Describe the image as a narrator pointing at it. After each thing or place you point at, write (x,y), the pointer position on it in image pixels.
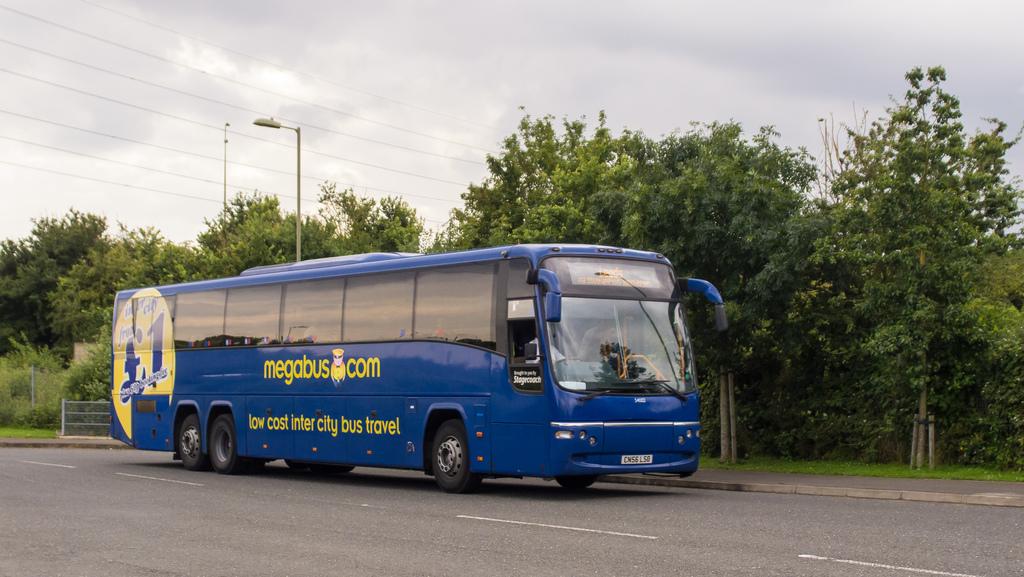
In the foreground of the picture (511,419) we can see road (183,495) and a bus (435,366) moving on the road (851,500). In the middle of the picture (417,222) there are trees (771,294), fencing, footpath (878,495) and street light (299,173). Towards left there are cables (466,158) and current pole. At the top (510,52) we can see sky (174,109).
